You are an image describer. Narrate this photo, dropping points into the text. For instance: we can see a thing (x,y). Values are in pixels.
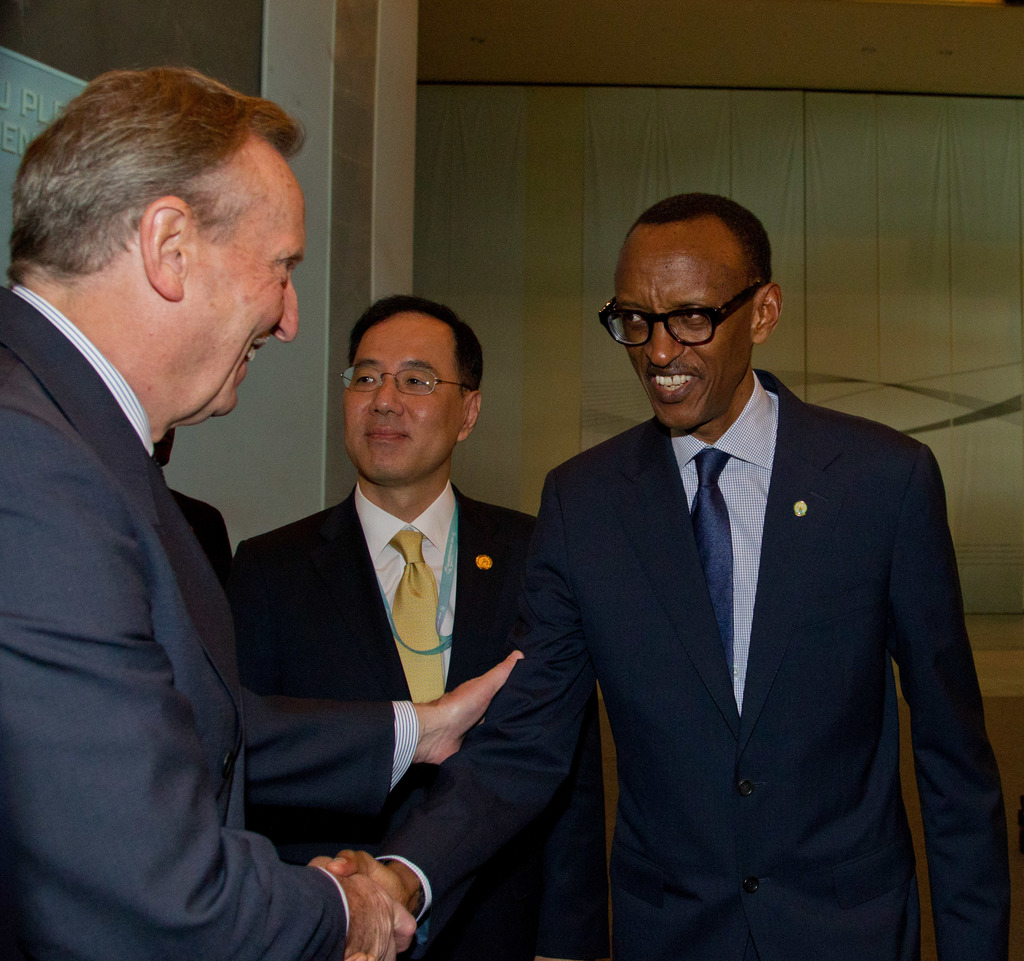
In this image there are three people (816,830) standing in group in which two of them are smiling and shaking hand (384,886) with each other.
